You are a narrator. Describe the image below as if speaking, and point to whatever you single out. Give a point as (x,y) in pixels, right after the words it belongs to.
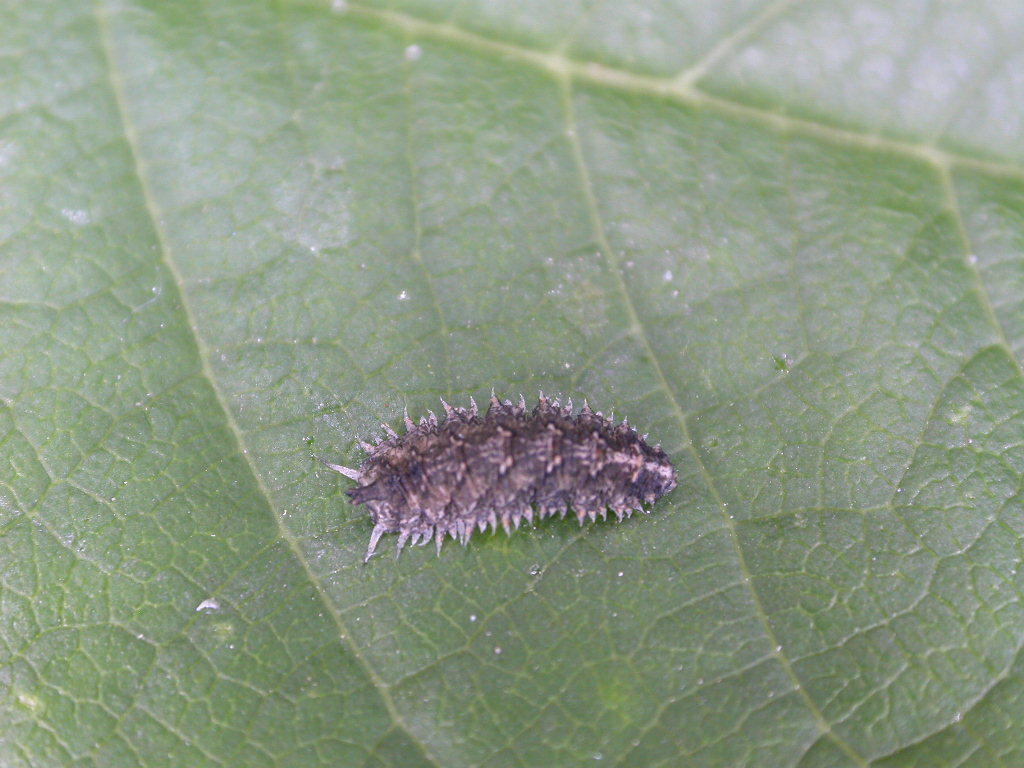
In this image there is a green leaf (254,341) and in the middle of the image (525,448) there is an insect (498,499) on the leaf (519,527).
